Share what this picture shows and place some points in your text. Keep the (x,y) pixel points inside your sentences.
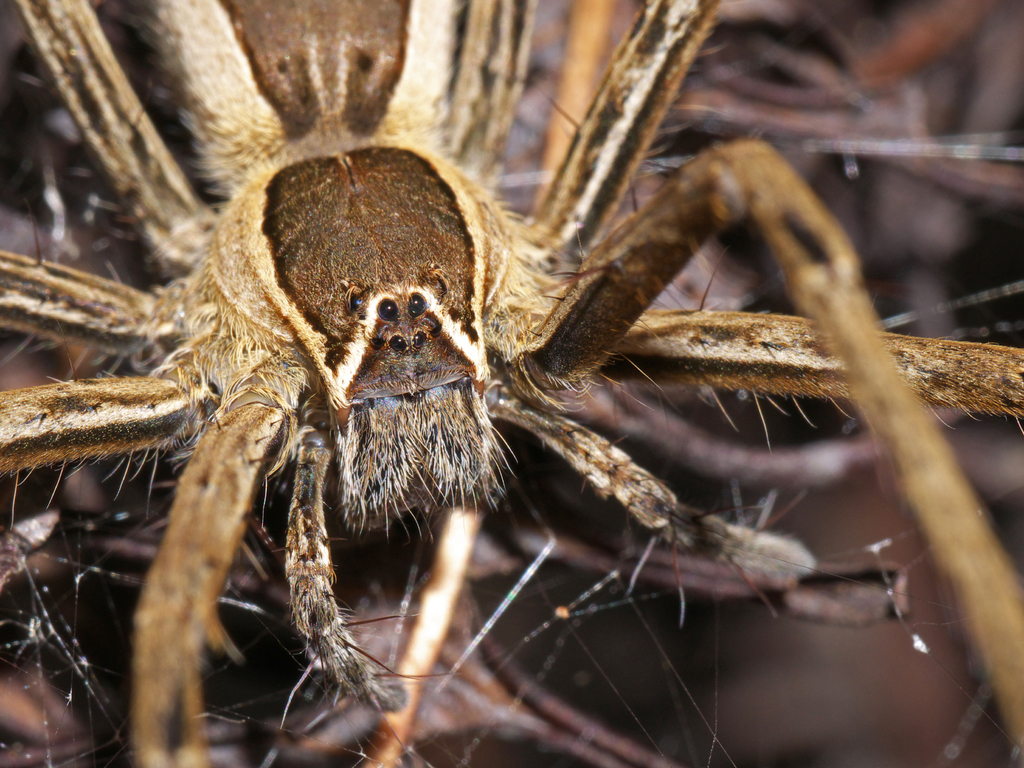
In this image I can see a brown and cream coloured spider (269,309).
